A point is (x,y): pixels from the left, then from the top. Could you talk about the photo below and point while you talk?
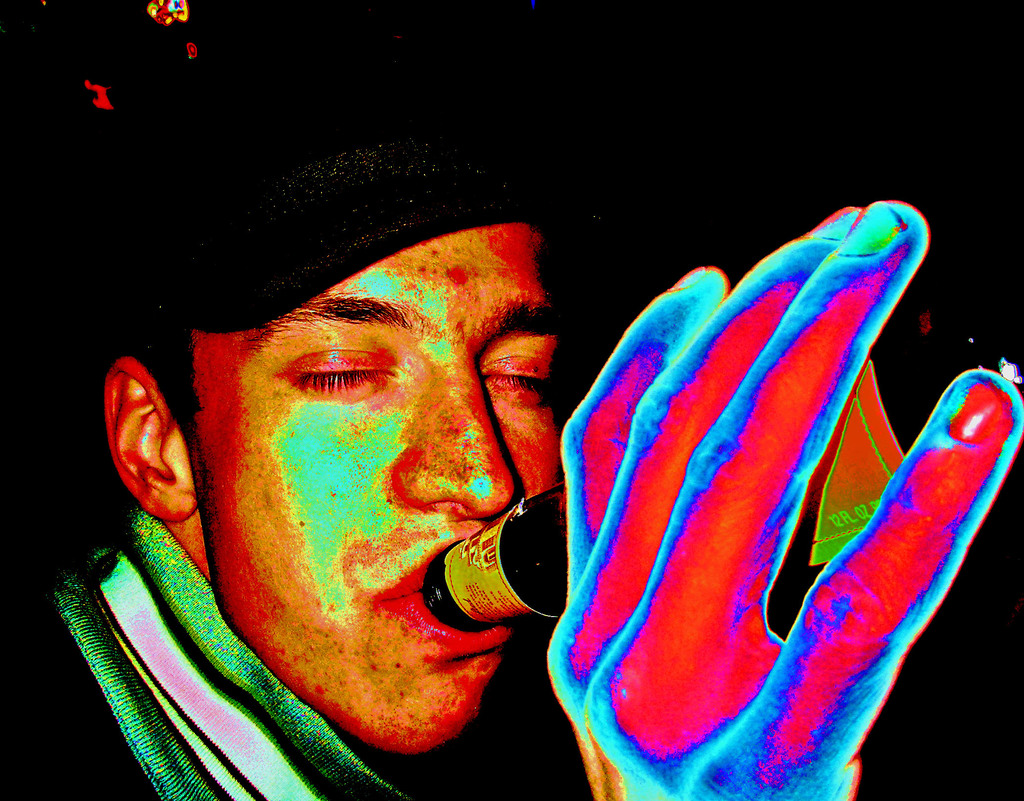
In this picture I can observe a man (287,507) drinking, holding a bottle (425,601) in his hand (581,537). Man (665,574) is wearing a cap (264,203) on his head (465,255). The background (713,153) is completely dark.
